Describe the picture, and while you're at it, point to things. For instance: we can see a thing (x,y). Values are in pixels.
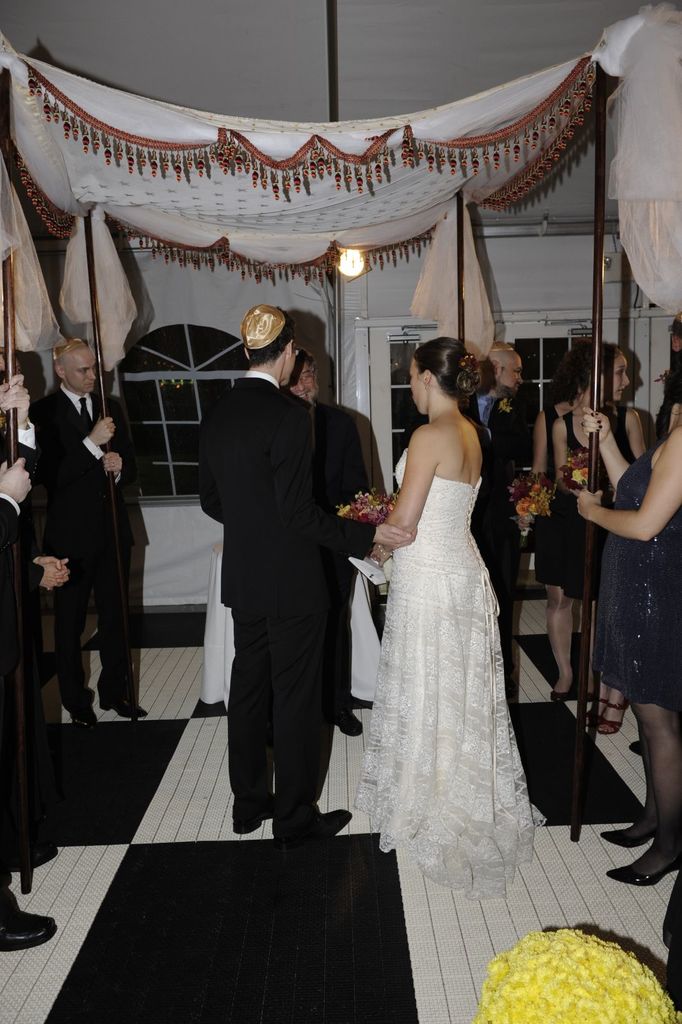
In this image we can see one man (290,543) and woman (415,660) is standing. Man (316,522) is wearing black color suit (275,502) and woman (426,544) is wearing white color gown (435,551). To the both side of the image person (59,410) are standing and holding bamboos (598,208). Background of the image (578,262) window (175,354) and white color wall (392,281) is present. Right bottom of the image (588,972) yellow color flowers (586,976) are there.
